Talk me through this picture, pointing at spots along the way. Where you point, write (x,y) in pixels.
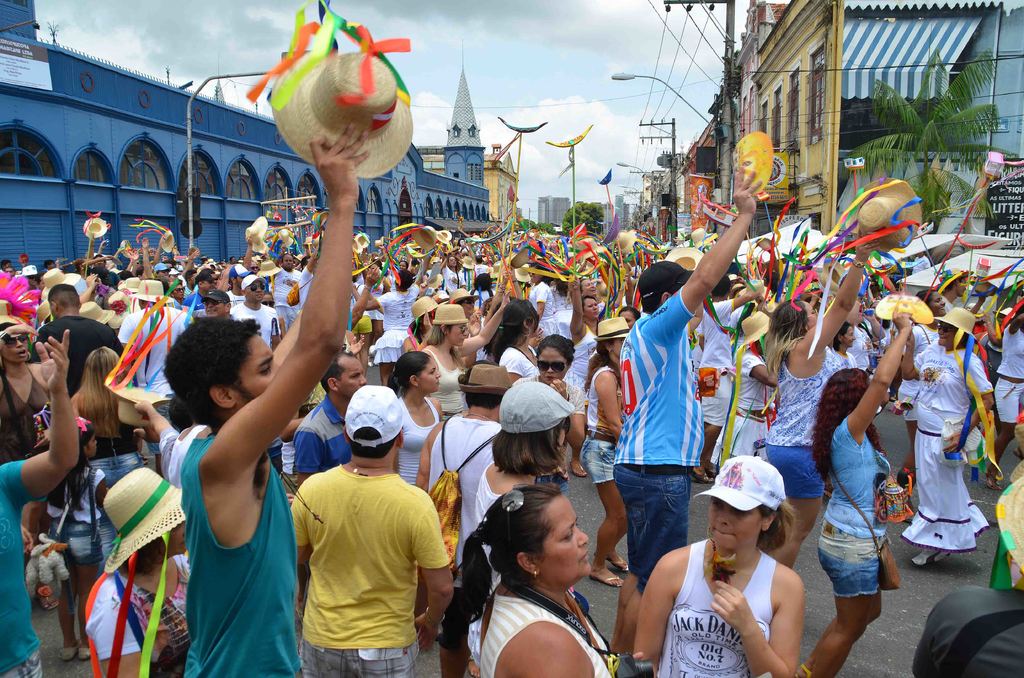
In the center of the image (415,374) we can see many people (627,308) standing and holding hats (900,215) and masks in their hands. In the background (326,190) there are buildings (275,151), poles (652,80), lights (686,103), wires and sky (564,86). On the right (908,119) there is a tree (915,146).
